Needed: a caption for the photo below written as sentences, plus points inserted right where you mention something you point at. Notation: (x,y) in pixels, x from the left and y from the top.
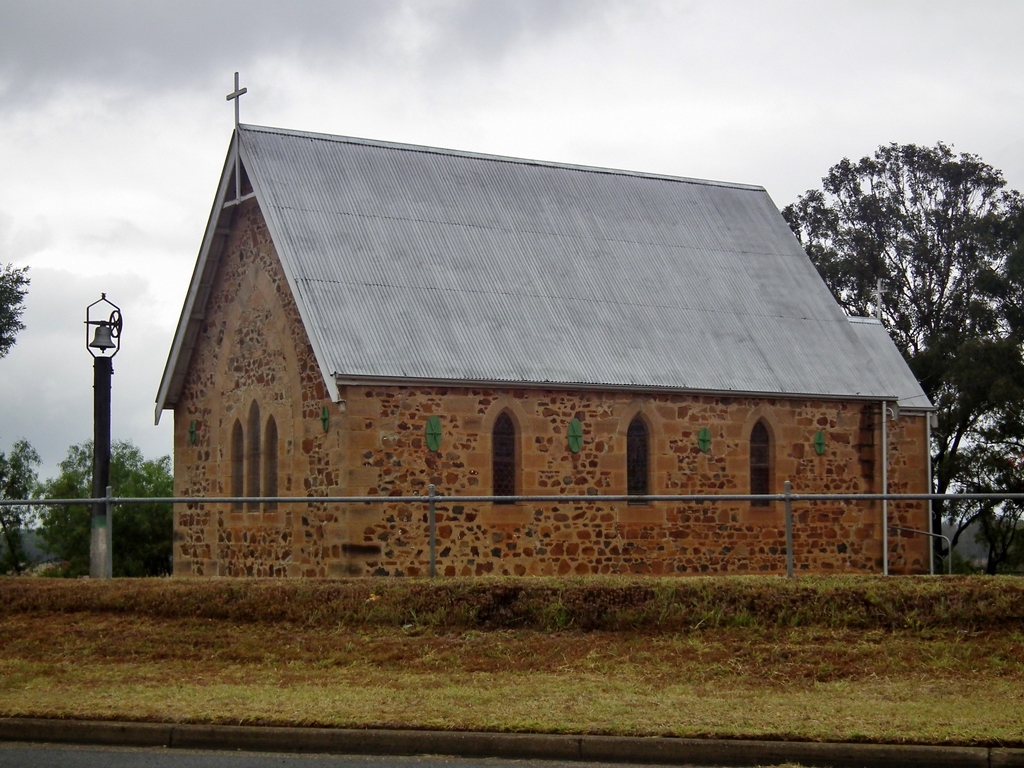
In this image there is a house (467,339) with a cross mark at the top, there is a bell (102,324) to the pole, a fence (435,533), trees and some clouds (146,241) in the sky (206,119).
